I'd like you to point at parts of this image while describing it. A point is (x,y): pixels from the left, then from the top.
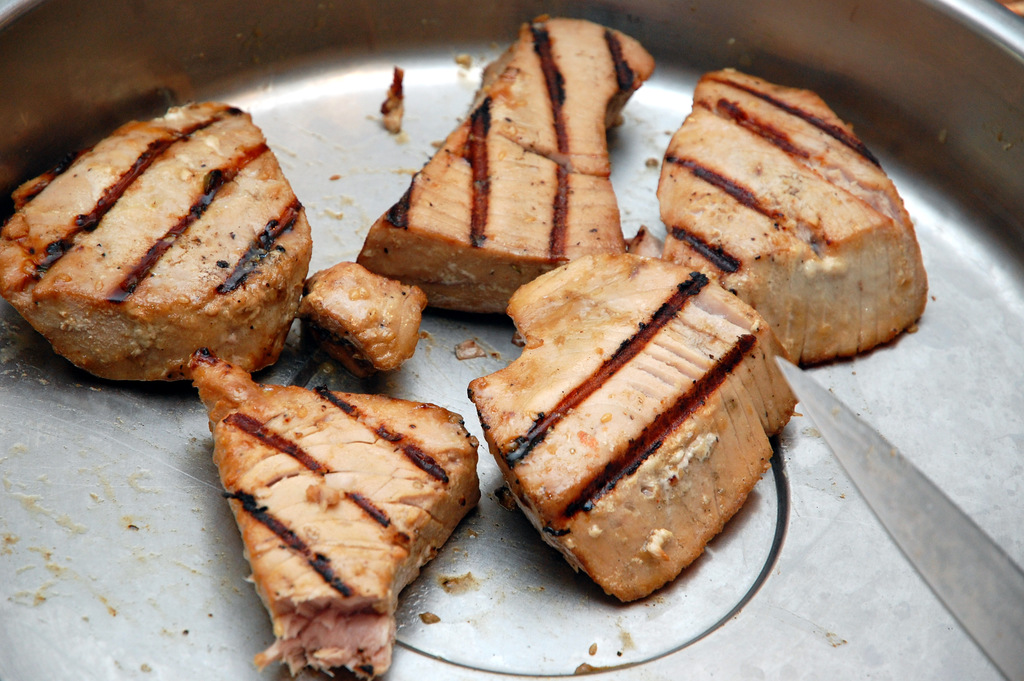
In this picture, we see a steel tray (155,528) containing the eatables (716,392) and a knife (825,419).
